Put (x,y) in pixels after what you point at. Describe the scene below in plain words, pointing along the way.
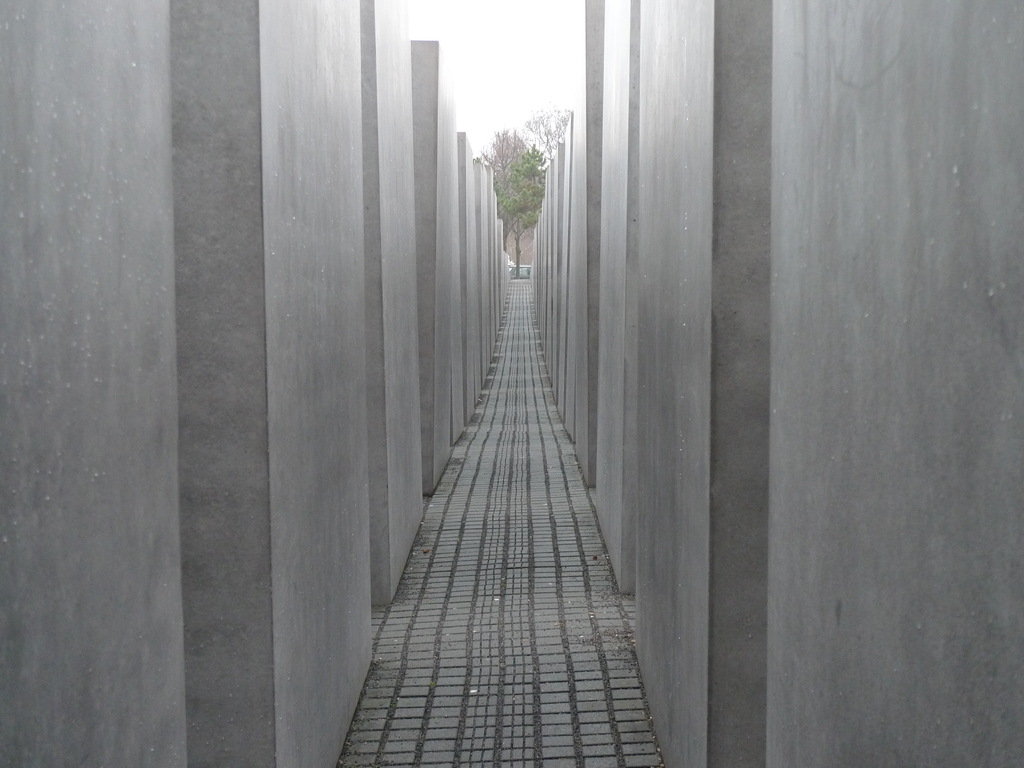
This image consists of a path (549,528). On the left (124,419) and right, we can see the walls (971,361) which looks like the pillars (572,299). In the front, there is a tree (513,140). At the top (496,36), there is a sky (501,47).
